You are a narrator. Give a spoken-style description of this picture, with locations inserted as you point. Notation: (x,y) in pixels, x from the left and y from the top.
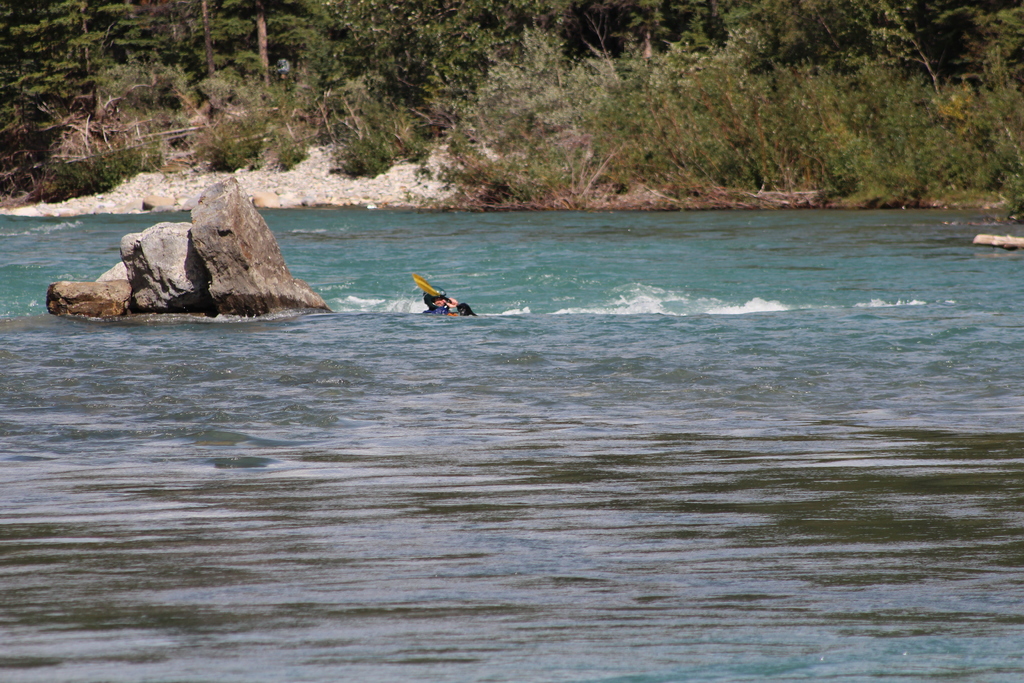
In the image, there is a man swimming in the water (568,465) and behind the man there is a big rock (133,236) in between the water (185,443) and in the background (518,129) there are plenty of trees (821,132).
